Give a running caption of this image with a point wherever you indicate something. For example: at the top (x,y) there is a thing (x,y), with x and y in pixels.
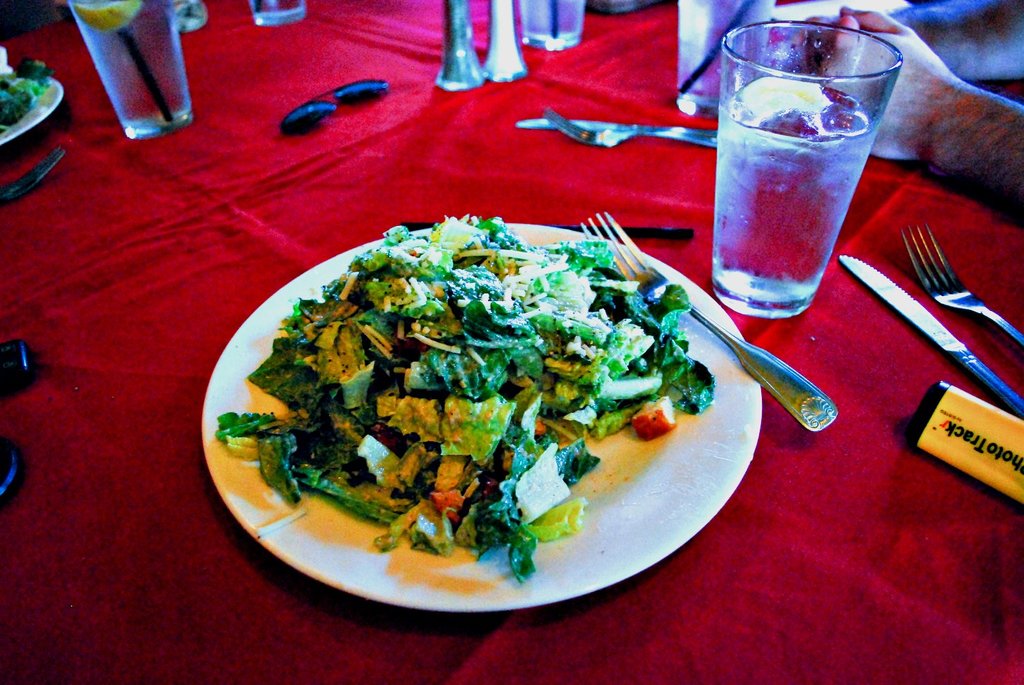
On the table (845,403) I can see the red cloth (857,582), plate (688,287), fork (816,388), knife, goggles (313,102), water glasses (744,173) and other objects (921,413). In that plate (285,517) I can see the vegetable (441,413) and other food item (409,345). In the top right corner (977,181) I can see the person's hand (959,81).
